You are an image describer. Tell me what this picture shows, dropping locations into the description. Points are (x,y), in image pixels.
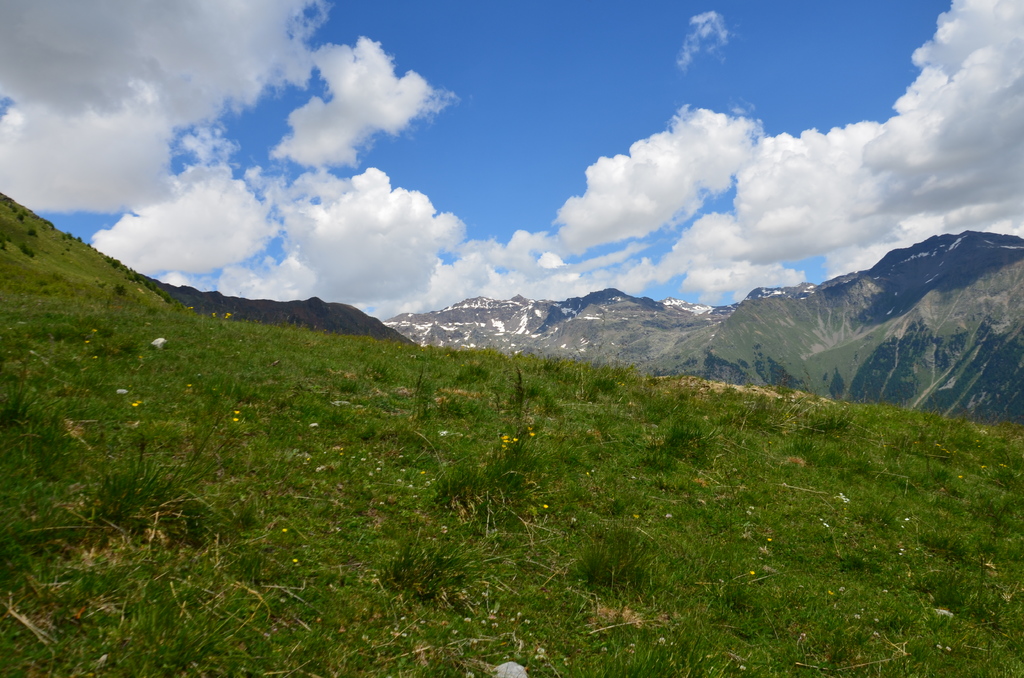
In the foreground of the picture (788,436) there are shrubs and grass (453,376). In the center (347,319) the picture there are mountains (961,336). Sky (541,291) is sunny.
